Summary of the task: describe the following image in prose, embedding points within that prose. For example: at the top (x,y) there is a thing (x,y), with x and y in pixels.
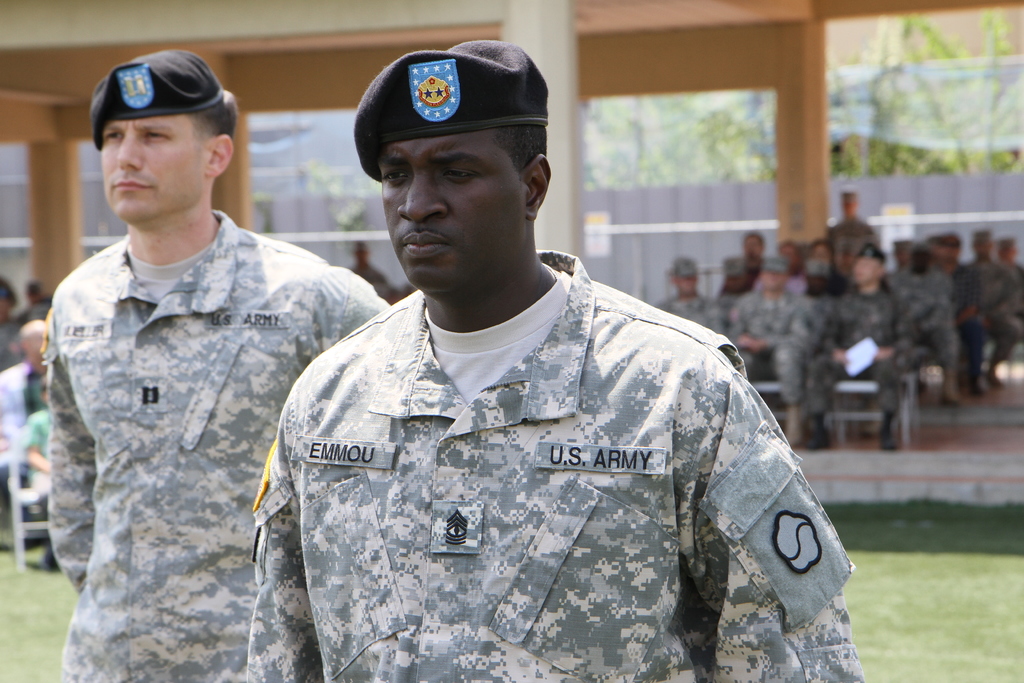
In this image in the front (218,375) there are persons (207,440) standing. In the background (866,324) there are persons (791,316) sitting and there is a fence (627,214) and there are trees (891,140) and in the center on the ground (945,611) there is grass (922,617).
